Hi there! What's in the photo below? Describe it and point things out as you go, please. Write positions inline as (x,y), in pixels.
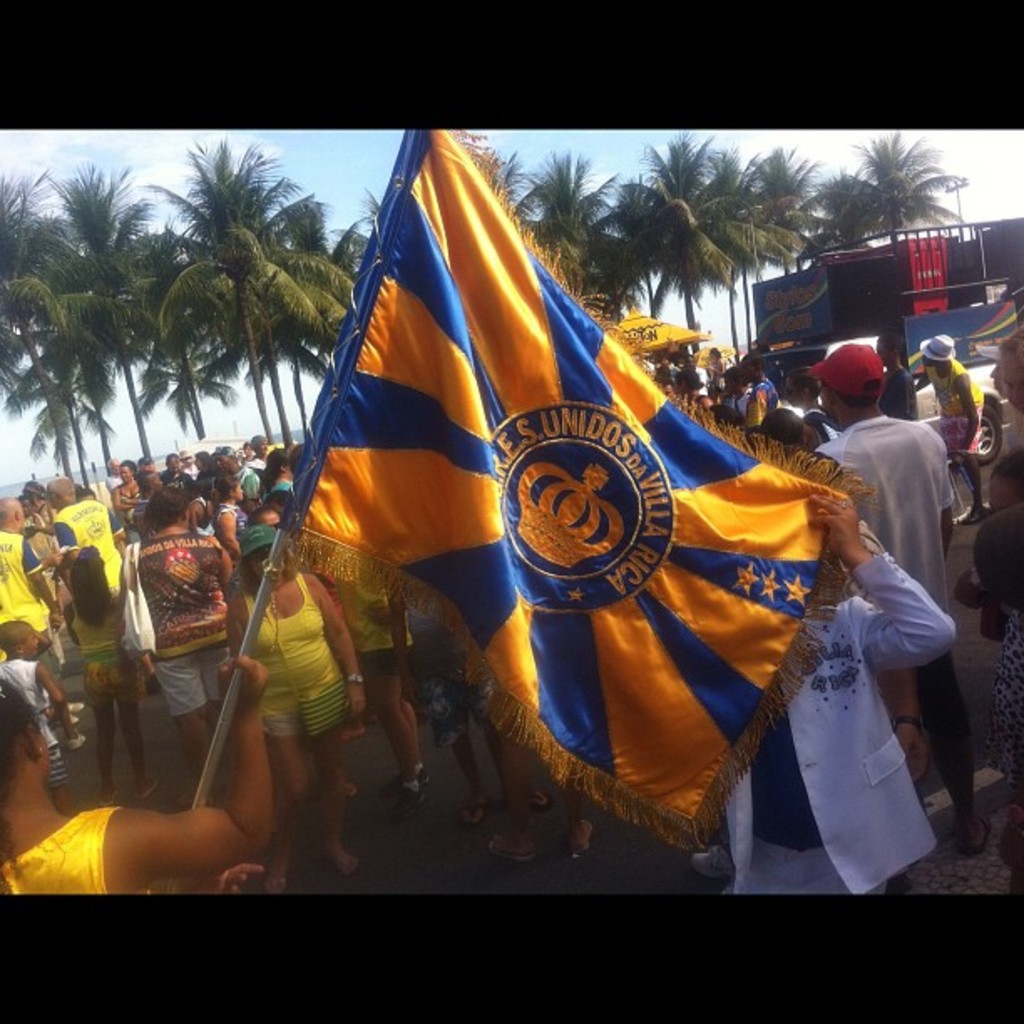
In this image I can see number of persons (232,631) are standing on the ground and a person (252,805) is holding a flag (377,444) which is blue and orange in color. In the background (261,261) I can see few trees (206,260) which are green in color, a orange colored tent (689,337), a vehicle (835,317) and the sky (269,152).
